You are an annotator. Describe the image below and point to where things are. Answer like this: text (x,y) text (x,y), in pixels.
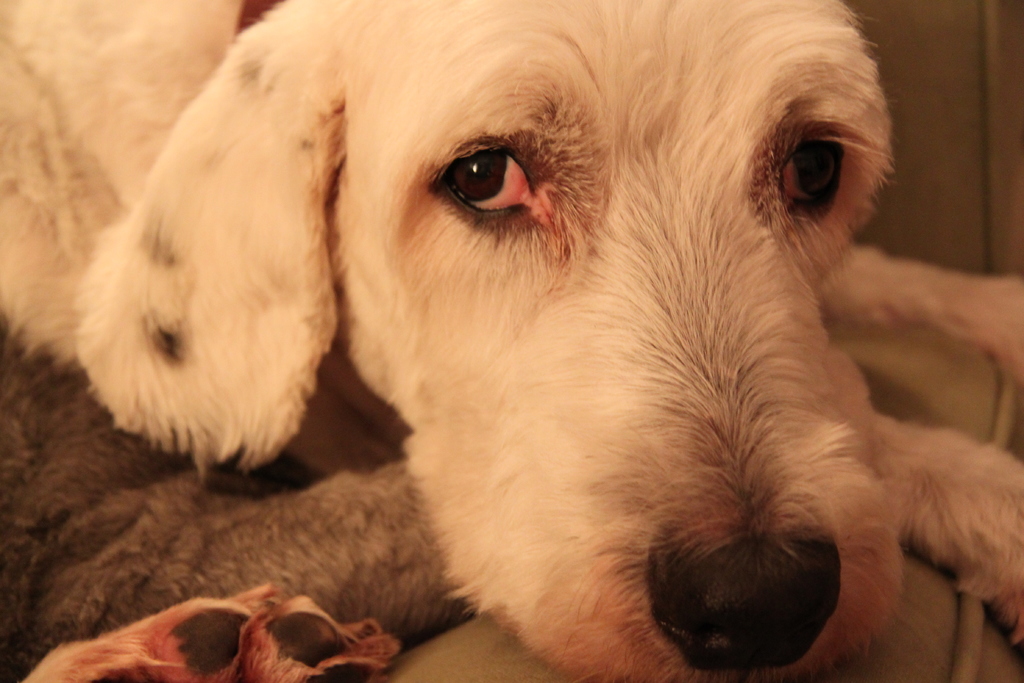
In this image I can see a white colour dog (351,297).
